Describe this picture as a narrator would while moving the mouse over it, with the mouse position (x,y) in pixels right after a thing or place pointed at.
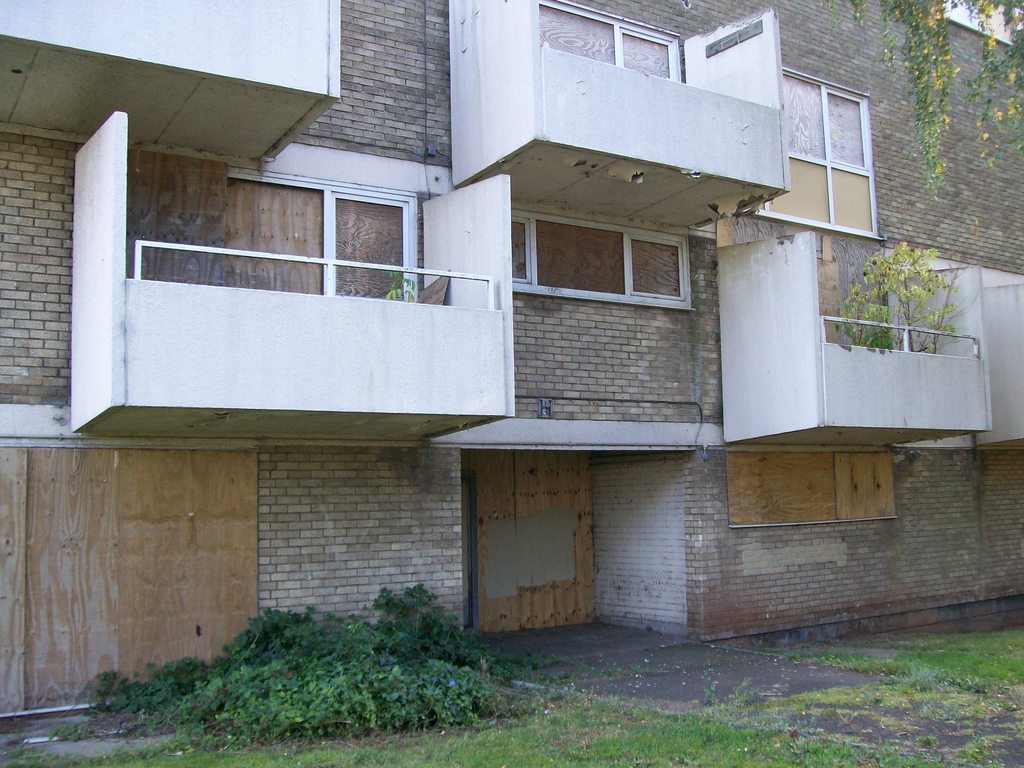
In this image there is a building (614,154), on the balcony (984,305) of the building (992,319) there are some plants (863,315) visible, in the top right (862,14) there are some leaves (945,119), at the bottom (345,648) may there are creepers (310,645) of plant (438,638) visible.
